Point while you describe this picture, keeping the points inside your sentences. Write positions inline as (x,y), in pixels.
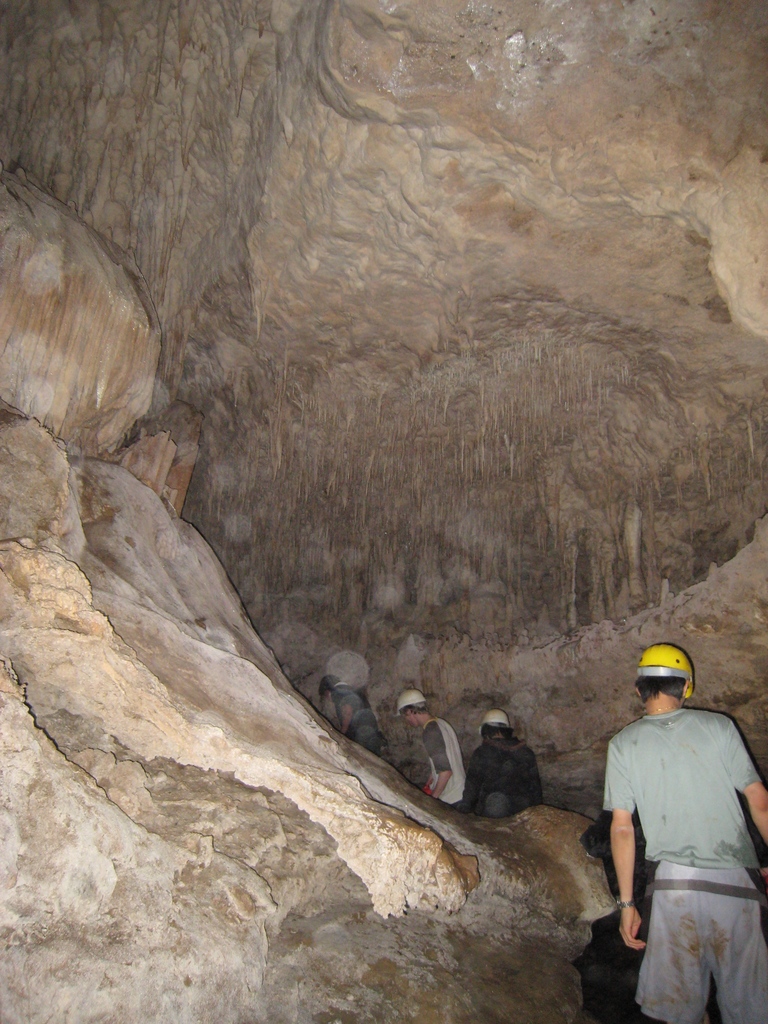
In this picture we can see four persons (626,754) and this is rock (422,527).
